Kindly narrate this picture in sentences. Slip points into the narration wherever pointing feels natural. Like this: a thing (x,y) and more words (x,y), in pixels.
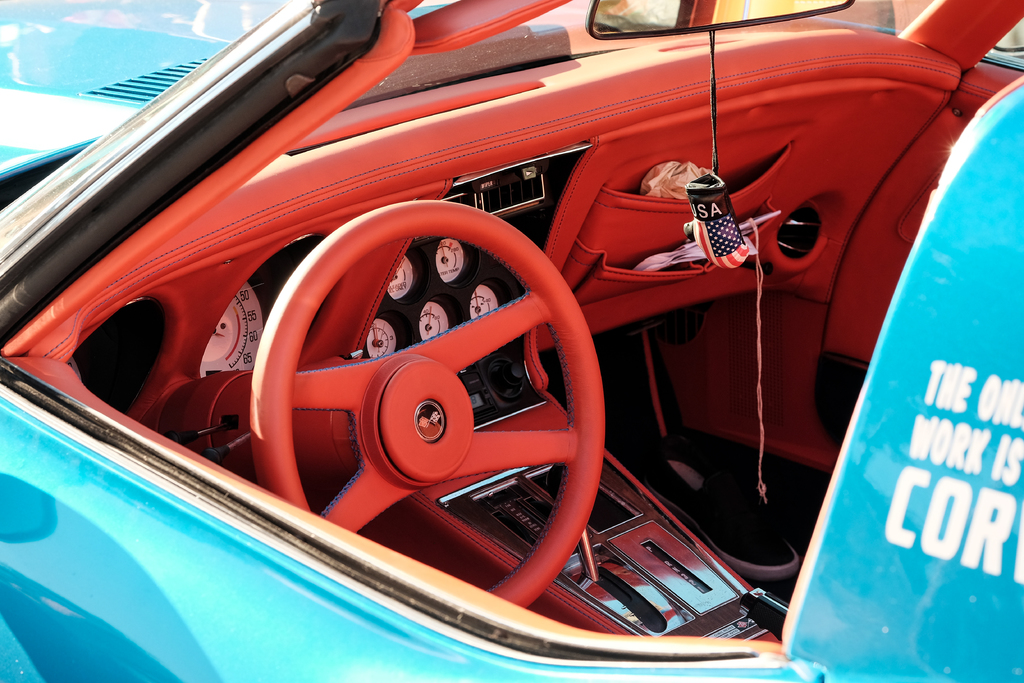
In this image, we can see there is a blue color vehicle (932,487), on which there are white color texts (962,438). This vehicle (1005,503) has had side door (98,431), which is having a window (623,440). Through this window (516,608), we can see there is a steering wheel (556,275), speedometers (407,259), a front mirror (742,22) and other objects (835,279).
